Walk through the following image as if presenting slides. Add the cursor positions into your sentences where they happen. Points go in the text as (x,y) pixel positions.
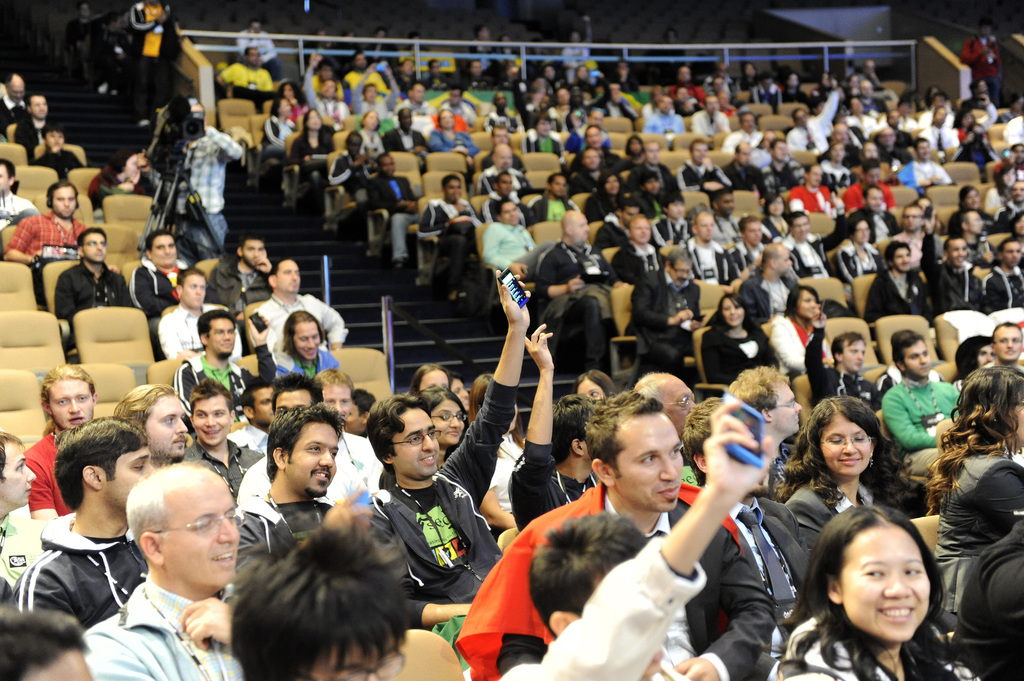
In the foreground of this image (515,562), there are persons (601,462) sitting on the chairs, few of them are raising hands (523,310) holding a mobile (511,289) in their hands (509,302). In the background (651,131), there are persons (377,119) sitting on the chairs (138,263), a man (221,148) standing beside a camera stand (187,141), railing (228,38) and the stairs (228,191).
